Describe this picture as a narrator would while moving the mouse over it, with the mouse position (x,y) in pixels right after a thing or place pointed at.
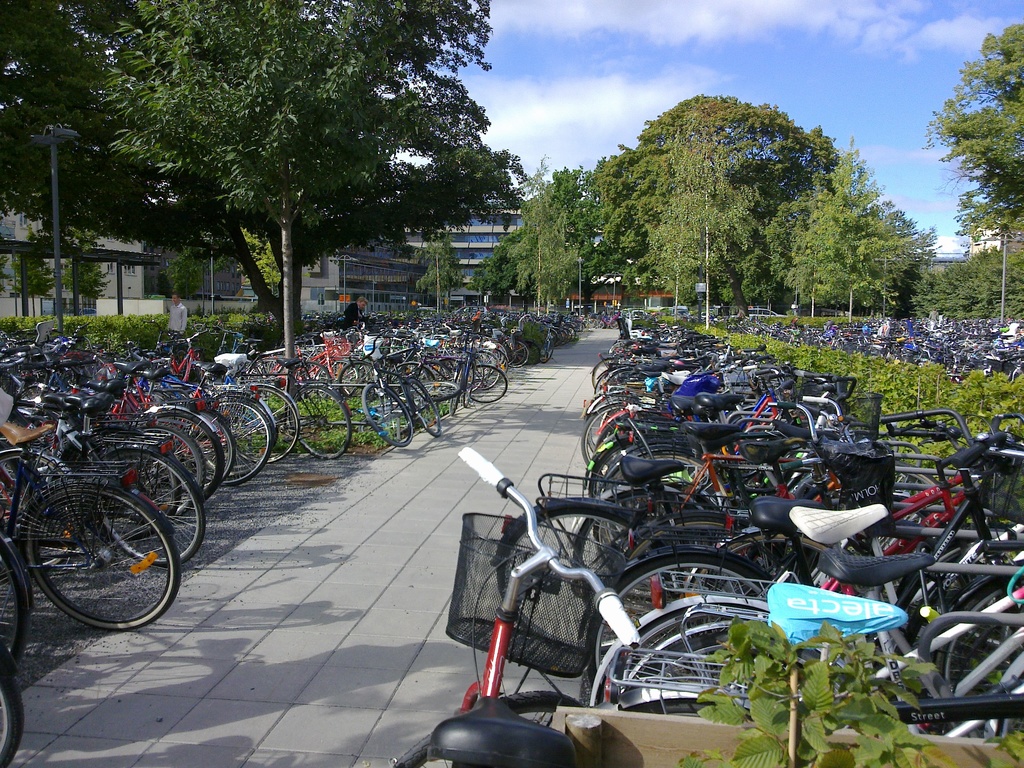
On the left side (77,541), there are vehicles (395,353) parked on the ground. Beside them, there is a road (369,536). On the right side (824,543), there are bicycles (835,497) parked and there are plants (1016,420) on the ground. In the background (954,305), there are trees (723,168) and there are clouds (610,21) in the blue sky (843,93).
